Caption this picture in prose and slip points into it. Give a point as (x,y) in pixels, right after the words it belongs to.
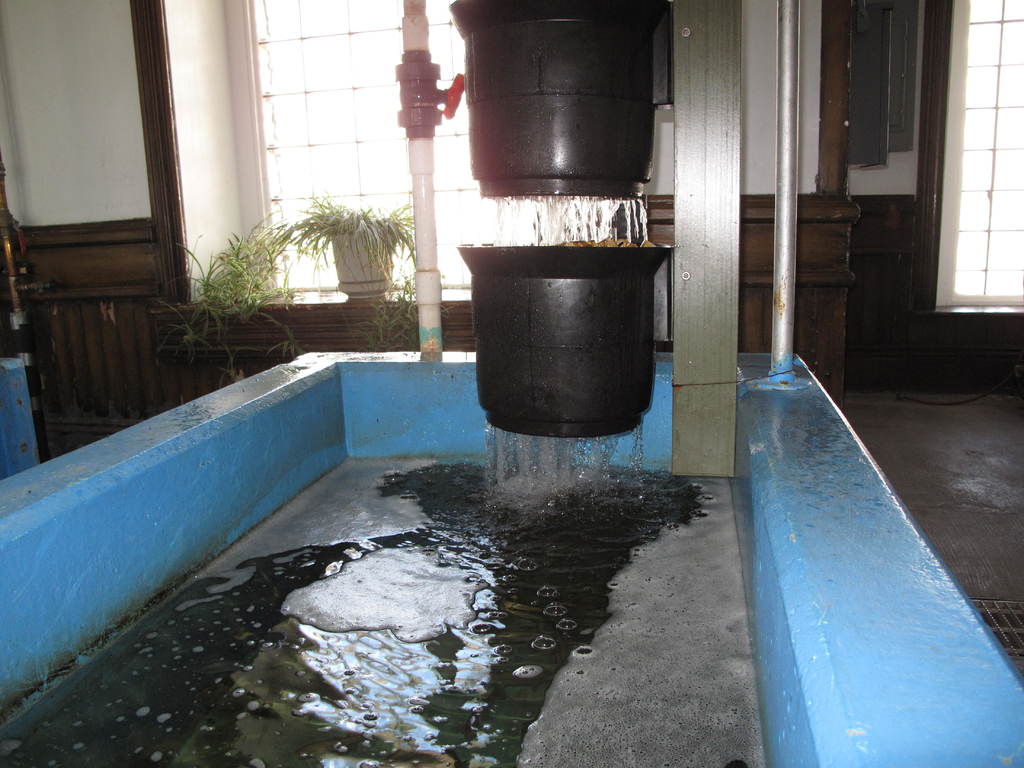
In the picture there is a water tank (367,420) and the water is flowing into the tank (334,355) through a black color object (489,333), behind the tank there is a window (294,154) and on the left side (75,195) there is a wall (81,128) and in front of the window (284,194) there is a plant (220,262).
